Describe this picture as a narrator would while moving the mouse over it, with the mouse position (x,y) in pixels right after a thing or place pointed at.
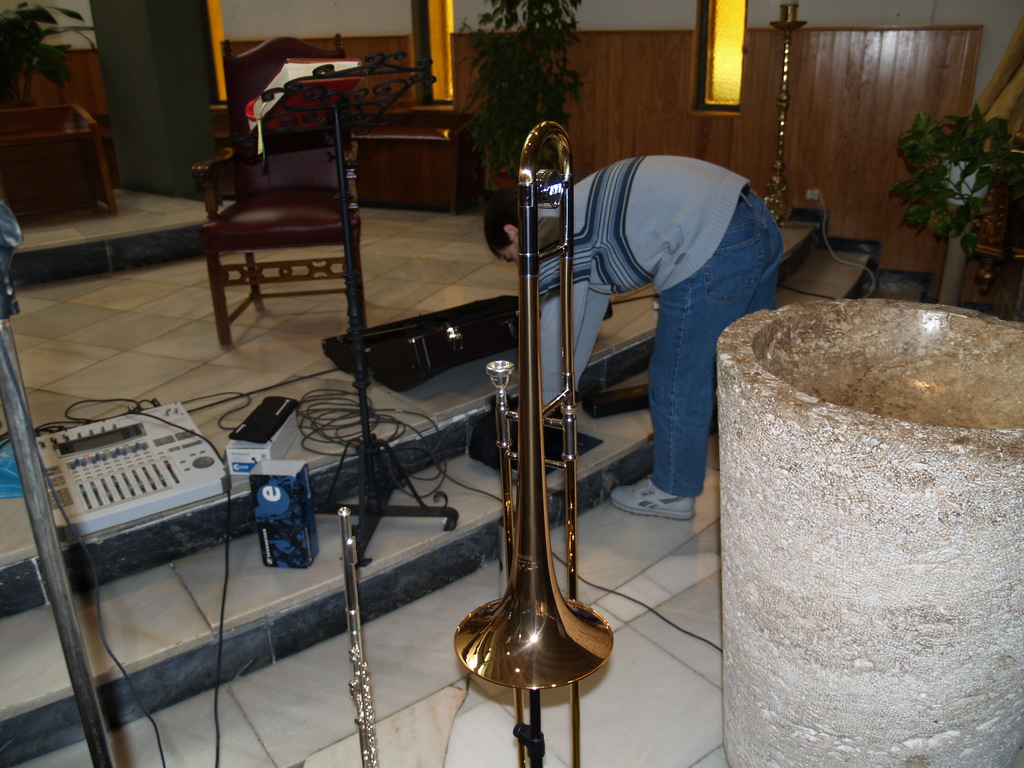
In this image there is a person (627,189) standing behind the musical instrument (534,531). At the back (949,151) there are plants (947,179) and in the middle of the image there is a chair (272,223) and at the bottom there is a device (144,503) and wires (404,430).
